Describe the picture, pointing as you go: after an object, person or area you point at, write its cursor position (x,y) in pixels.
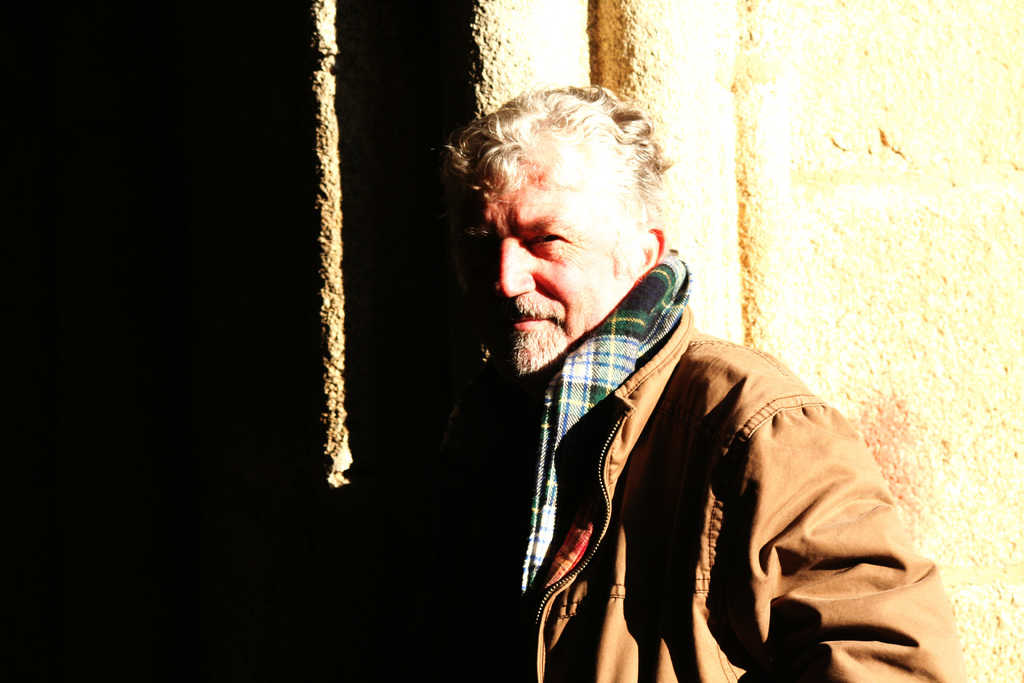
In this image, we can see a person (670,441) wearing clothes (731,488) in front of the wall (828,345).
